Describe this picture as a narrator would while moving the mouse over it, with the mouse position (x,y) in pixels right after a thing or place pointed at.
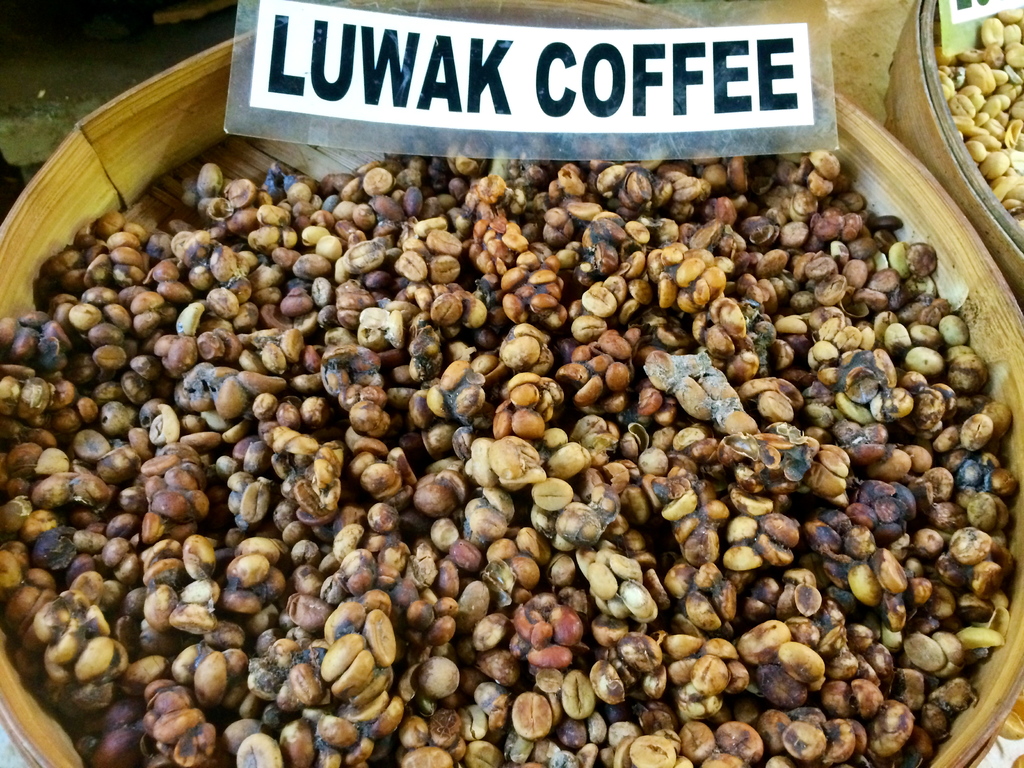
In this image I can see two baskets (943,130) and in this baskets (892,154) I can see beans (751,350). On the top of this image (344,28) I can see few boards (675,127) and on these boards (520,129) I can see something is written.
